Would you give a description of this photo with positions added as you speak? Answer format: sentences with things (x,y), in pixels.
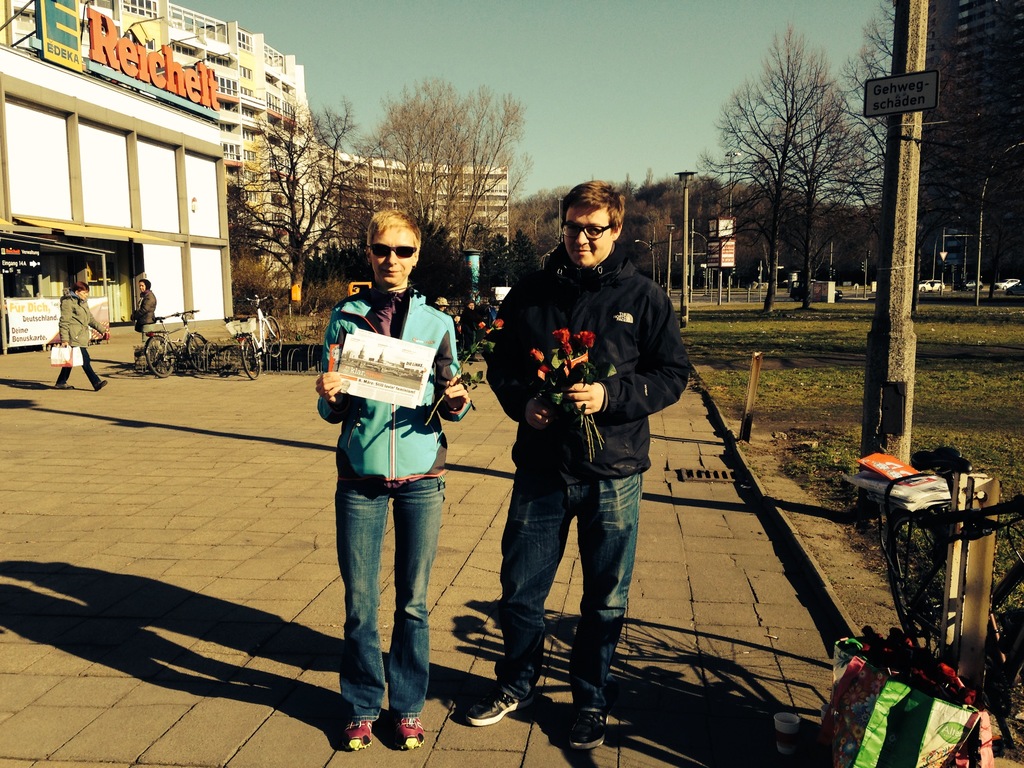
This picture is clicked outside. In the center (454,340) we can see the two persons (408,442) holding some objects (369,363) and standing on the ground (632,683) and we can see there are some objects (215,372) placed on the ground (250,414) and we can see the bicycles (253,364) and group of people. In the background (644,88) we can see the sky (587,130), trees (831,154), buildings (232,55), text (889,90) on the boards (902,91) and the text (140,75) attached to the building (150,105) and we can see the green grass (792,369), vehicles (1022,294), metal rods (718,248), lampposts (684,228) and many other objects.
